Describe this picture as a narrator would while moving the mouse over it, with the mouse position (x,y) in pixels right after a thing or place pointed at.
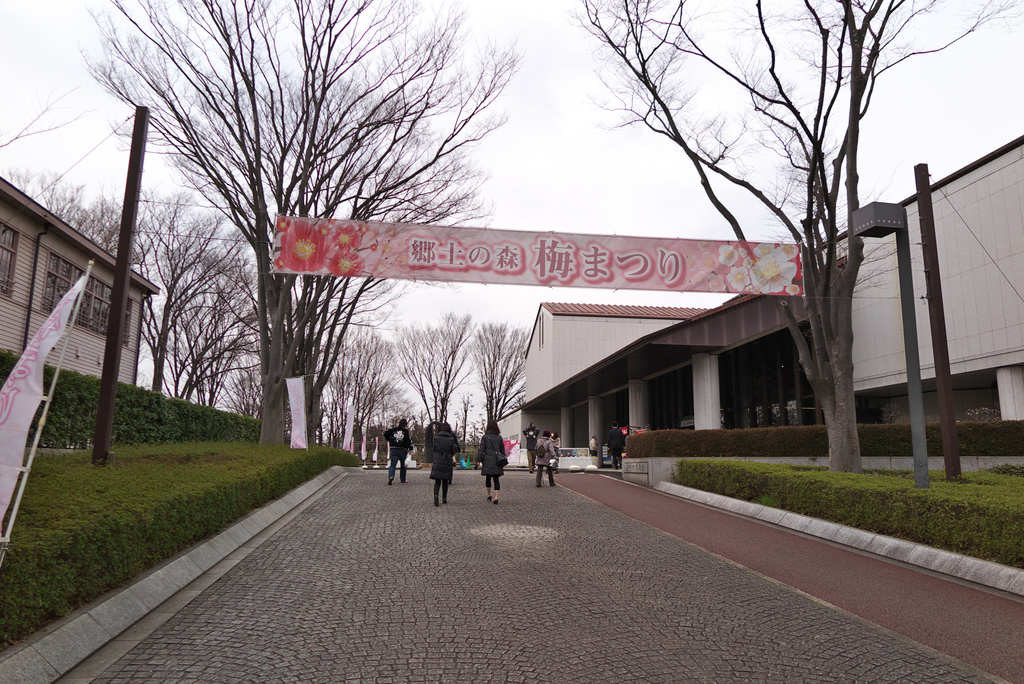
In this picture we can see a group of people (389,483) walking on a path (343,575), pillars (698,419), banners (681,266), grass (905,525), trees (214,314), buildings (64,247) with windows (70,270), poles (76,310) and in the background (271,250) we can see the sky (526,129).
